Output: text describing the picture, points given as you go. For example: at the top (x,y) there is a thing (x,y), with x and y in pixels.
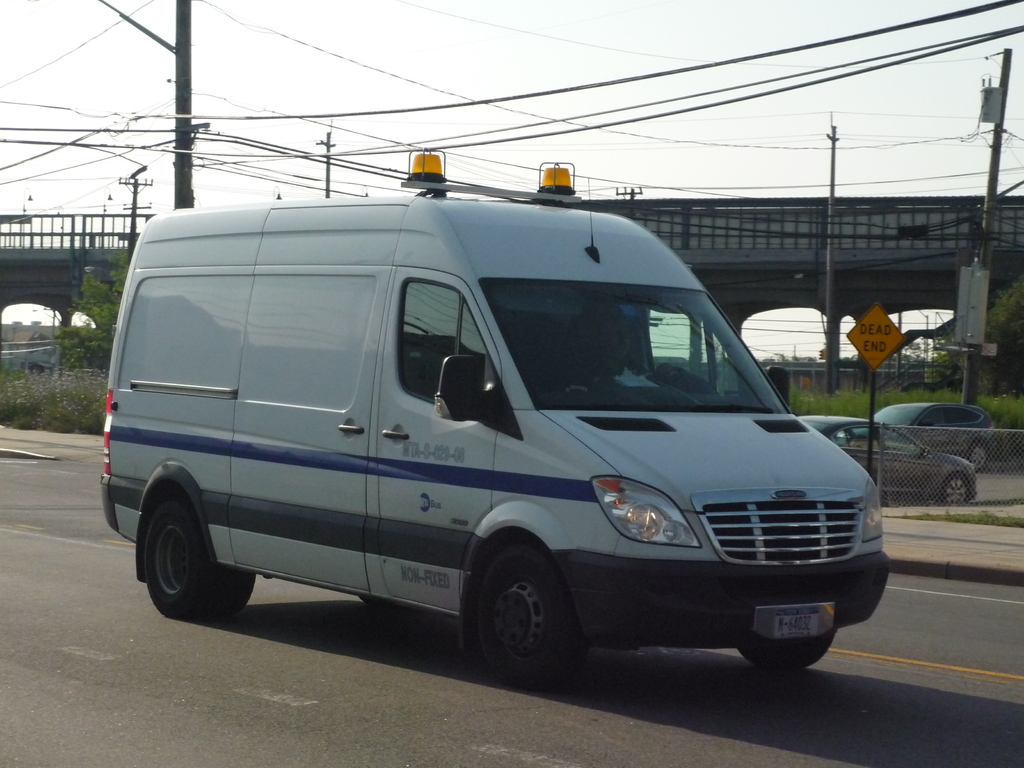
In this picture there is a van (371,273) in the center of the image (418,345) and there are cars (854,424) on the right side of the image (901,418), there are plants (880,406) on the right (1014,306) and left side of the image (70,427) and there is a bridge (670,234) in the center of the image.
